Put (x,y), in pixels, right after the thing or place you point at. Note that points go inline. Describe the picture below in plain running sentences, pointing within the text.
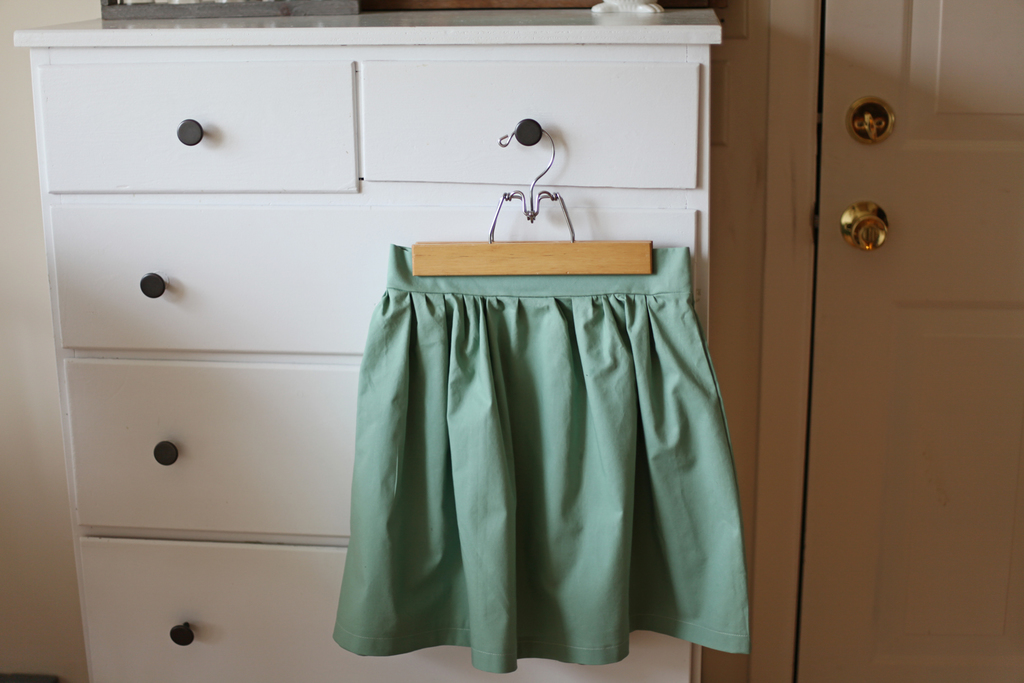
Here we can see a cloth (487,401) hanging to a cupboard rack (499,124) and we can see a door (827,179) and this is a wall (10,596).
